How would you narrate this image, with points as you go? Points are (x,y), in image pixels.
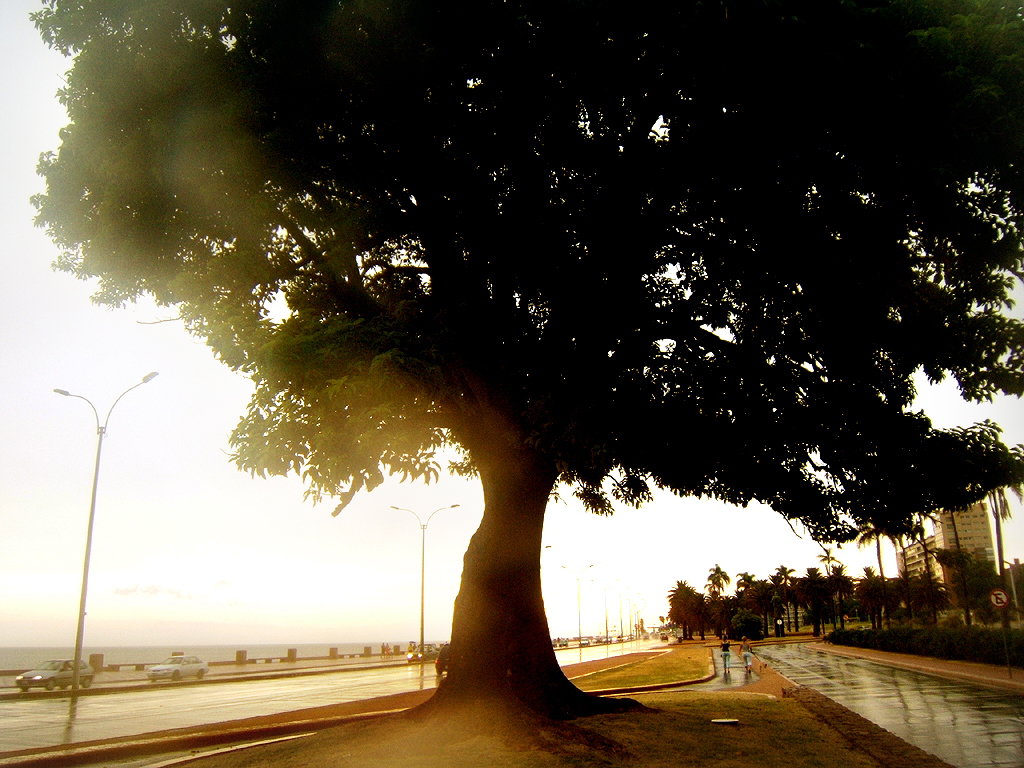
Here we can see tree (480,412) and we can see vehicles (192,658) on road (267,698) and lights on poles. On the background (958,610) we can see trees (976,602), board (996,595) on pole (1005,617), persons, buildings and sky (689,562).
